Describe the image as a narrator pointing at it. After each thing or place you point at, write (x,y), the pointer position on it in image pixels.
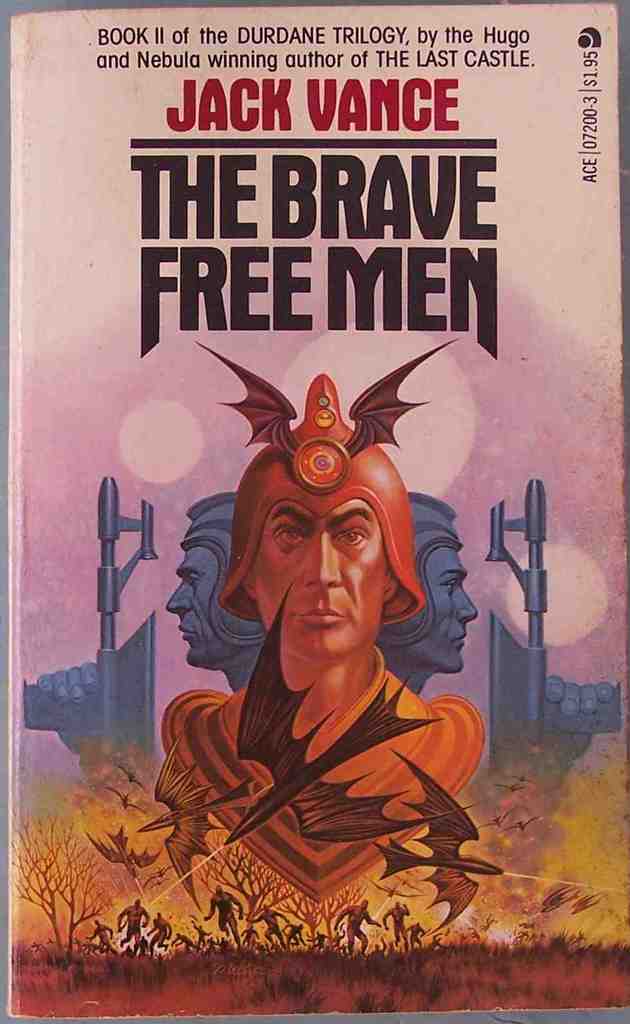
In this image we can see a book (182,469). On the book (270,801) we can see text (349,278) and image (235,637) of persons (325,865), grass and the trees (247,899).
